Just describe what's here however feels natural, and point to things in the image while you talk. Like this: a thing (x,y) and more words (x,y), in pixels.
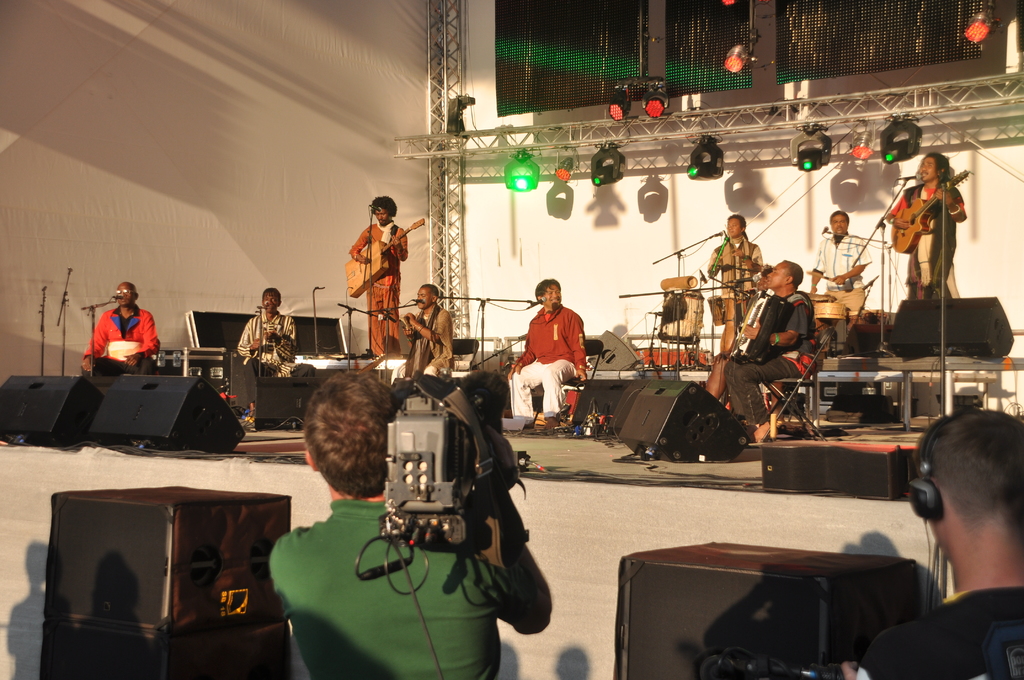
This looks like a musical concert. where all the people (110,366) on the stage (635,469) are playing some musical instruments (669,282). Some are singing some are playing guitar (371,266) some are playing drums (717,324). There are lights (517,179) on the top (622,174), some are in red colour and some are in green colour. There are Speakers (696,641) in the bottom, in the bottom (445,607) there are two persons (411,602) one with green colour shirt (406,625) is capturing video and the other one is listening something.
